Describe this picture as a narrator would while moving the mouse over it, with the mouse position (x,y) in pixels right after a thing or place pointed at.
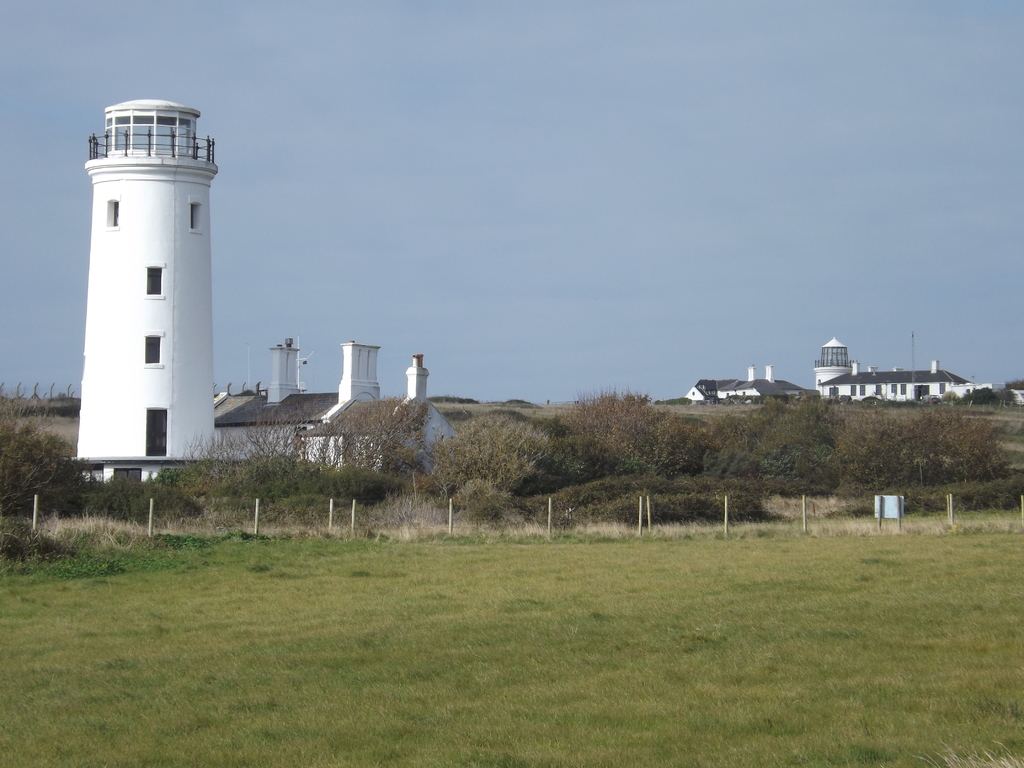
In the image we can see there is a lighthouse (173,346) and there are lot of trees (469,461) and buildings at the back (697,470). The ground (699,588) is covered with grass (525,580) and there is a clear sky (607,178) on the top (740,207).
